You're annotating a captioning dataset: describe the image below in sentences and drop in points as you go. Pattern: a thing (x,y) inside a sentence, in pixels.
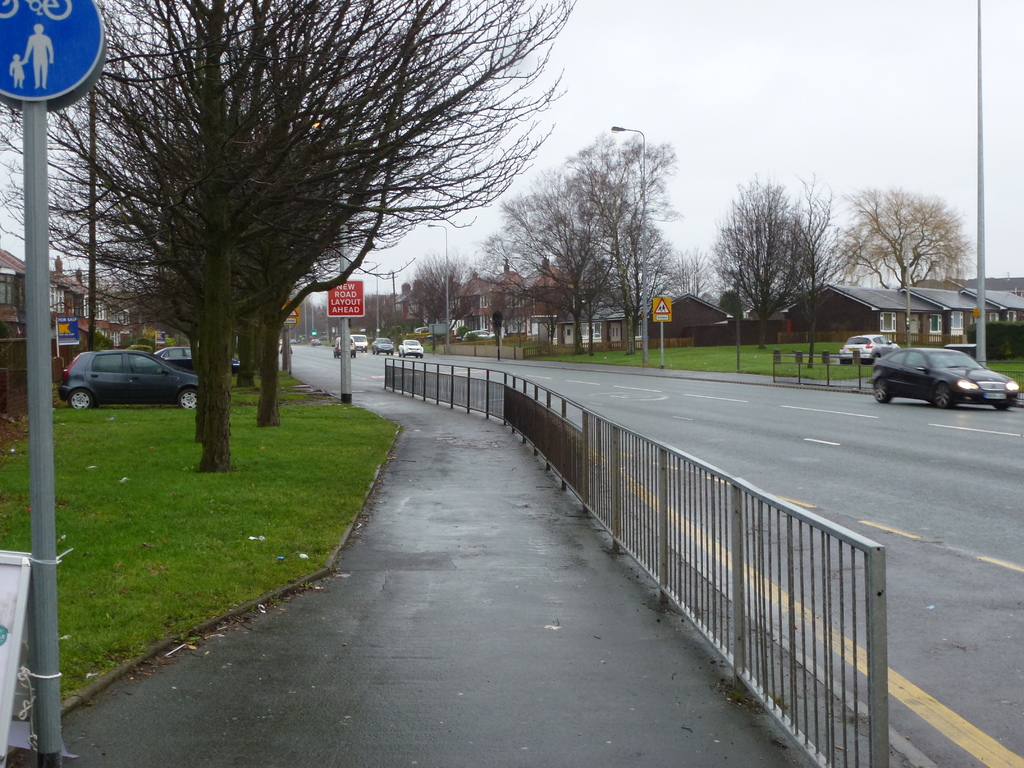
In this image we can see a fence (857,744), grass (255,457), poles (983,348), boards (59,69), houses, trees (591,228), and vehicles (92,370). In the background (771,134) there is sky (568,83).
